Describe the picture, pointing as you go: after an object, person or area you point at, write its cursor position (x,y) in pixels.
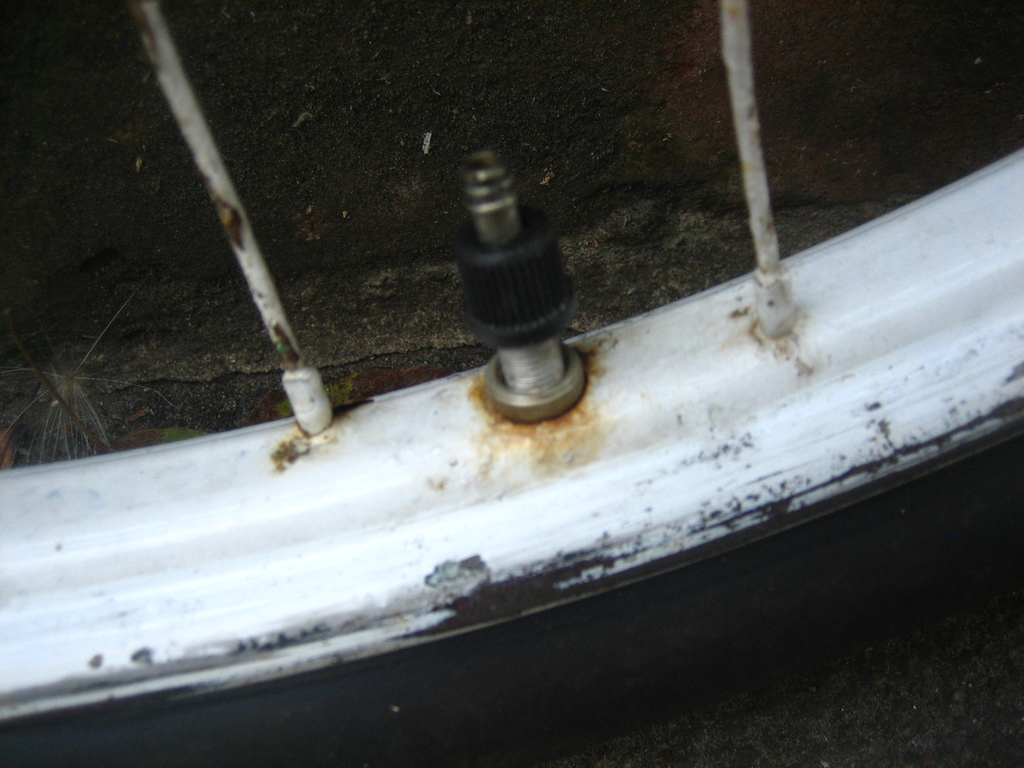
In this image we can see a wheel (554,557) of a bicycle (787,346).
